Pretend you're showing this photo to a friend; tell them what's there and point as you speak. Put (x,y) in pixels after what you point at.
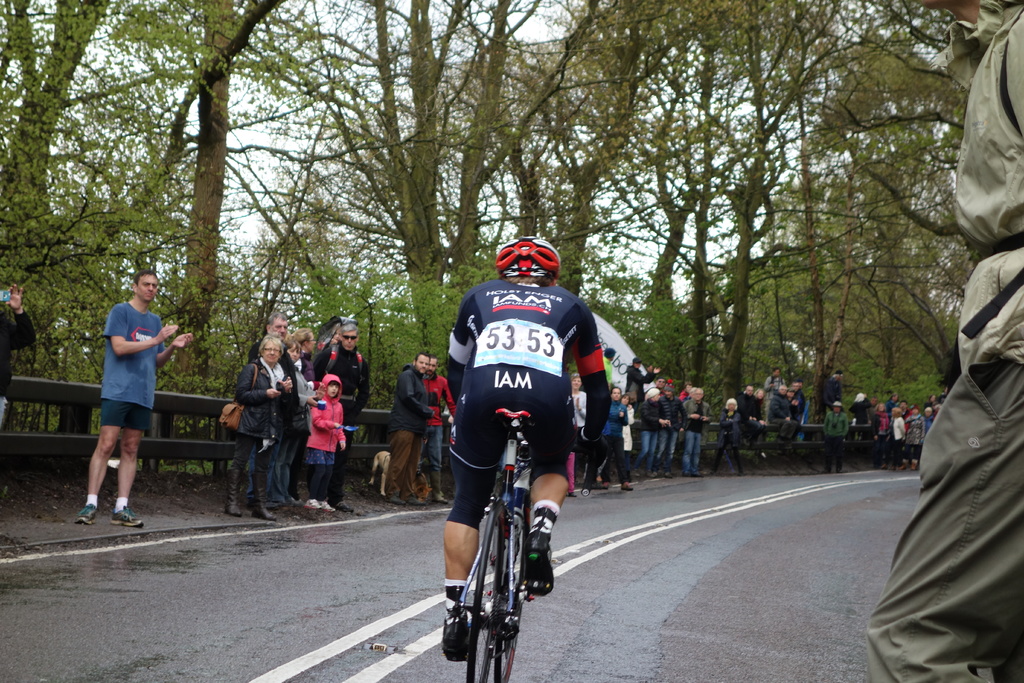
In this image there are group of person (656,409) standing. In the center (533,398) a person (514,387) is riding a bicycle (486,577) on the road (606,561). In the background (785,444) there are trees (360,329) and persons (751,416) standing.
